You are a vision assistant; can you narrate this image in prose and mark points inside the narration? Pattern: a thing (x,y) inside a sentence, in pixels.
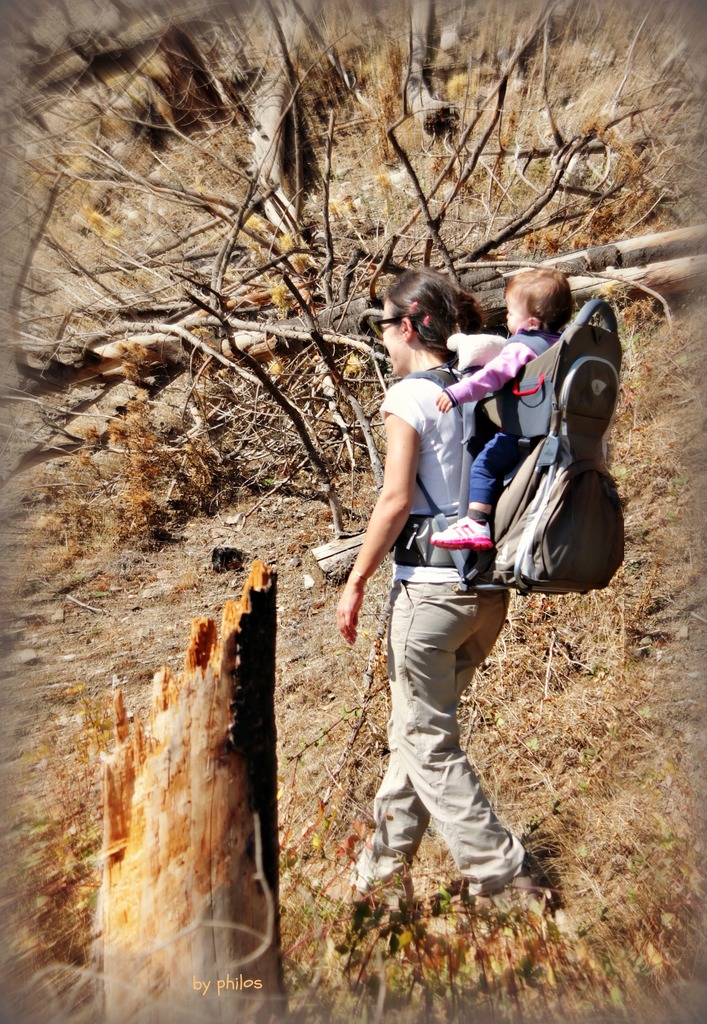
In this image we can see a lady (492,593) carrying a baby (480,539) on her back (468,556). There are many twigs (249,321) and few wooden logs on the ground (195,262). There are many leaves (508,972) on the ground (473,963).
